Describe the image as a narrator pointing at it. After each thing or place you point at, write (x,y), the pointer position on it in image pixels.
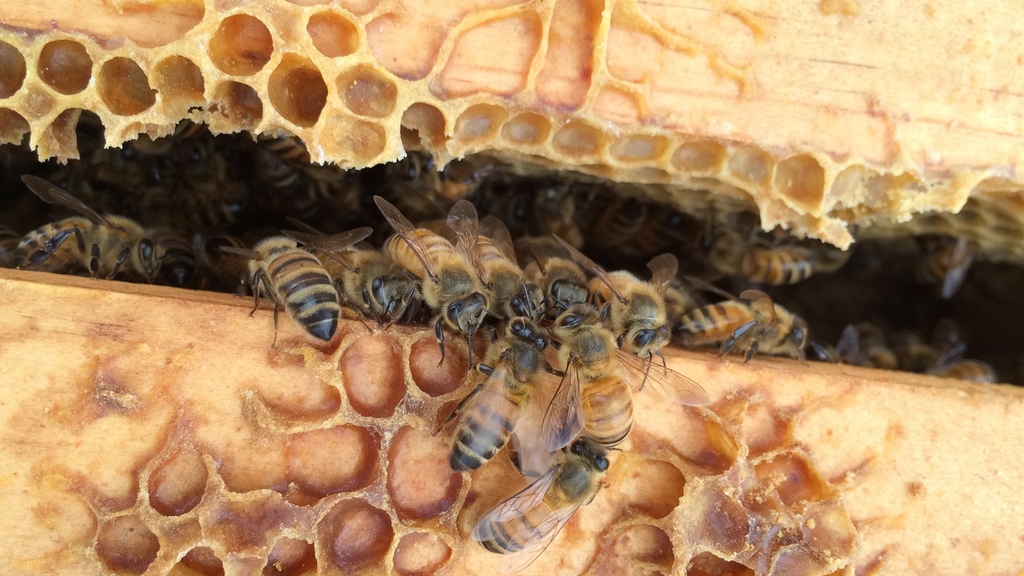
In this image we can see few insects (353,257) looks like honey bees (578,287) in the bee hive (549,109).
